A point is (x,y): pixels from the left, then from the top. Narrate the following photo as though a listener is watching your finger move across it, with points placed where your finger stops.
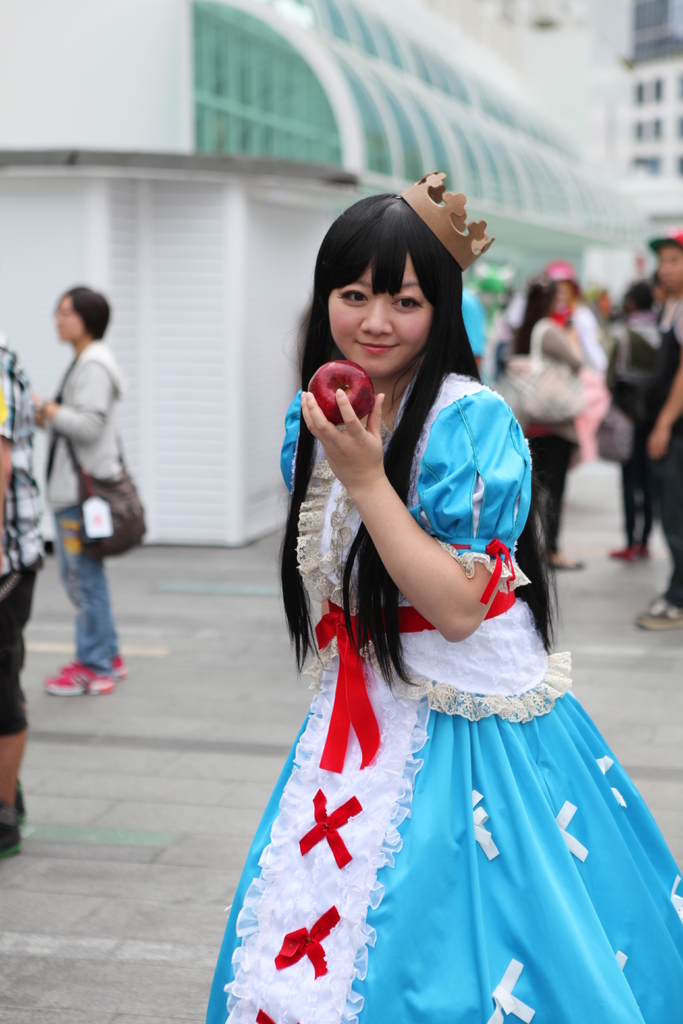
In this image, there is an outside view. In the foreground (466,386), there are group of people (62,429) standing and wearing clothes (31,492). There is a person (353,524) in the middle of the image (362,524) wearing clothes (361,517) and holding an apple (343,391) with her hand (352,414). In the background (256,347), there is a building (242,325).
